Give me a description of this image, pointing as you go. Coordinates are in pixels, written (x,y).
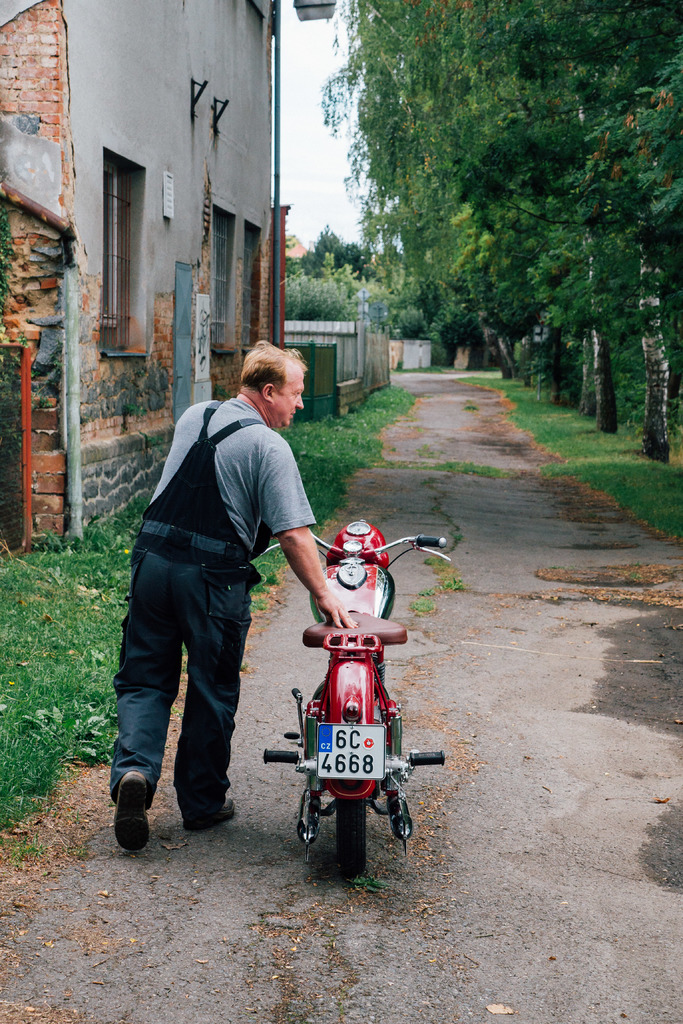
In this picture we can see a man (248,533) walking and holding a bike (317,623), on the left side (146,281) there is a building (77,227), we can see grass (54,612) at the bottom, on the right side (584,97) there are trees (540,107), we can see the sky (336,68) at the top of the picture (336,73).
